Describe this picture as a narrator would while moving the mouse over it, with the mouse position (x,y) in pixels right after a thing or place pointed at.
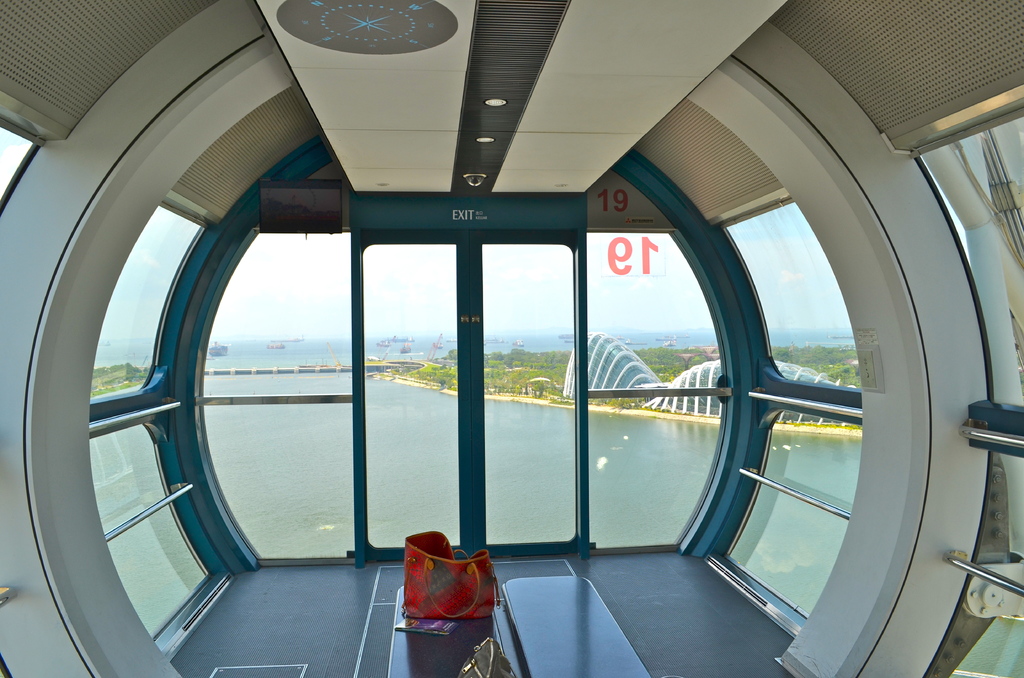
Inside the room (526,571) there is bag (480,607) and bench (570,625), and a door (475,393), and a exit sign (468,219) on the top (488,211). And to the right of that room (621,211) there is a number (628,206). And outside the room (625,227) there is a water (375,421). And to the right side of the room (584,374) it look like a building (614,387) and some trees (528,377) are there.
